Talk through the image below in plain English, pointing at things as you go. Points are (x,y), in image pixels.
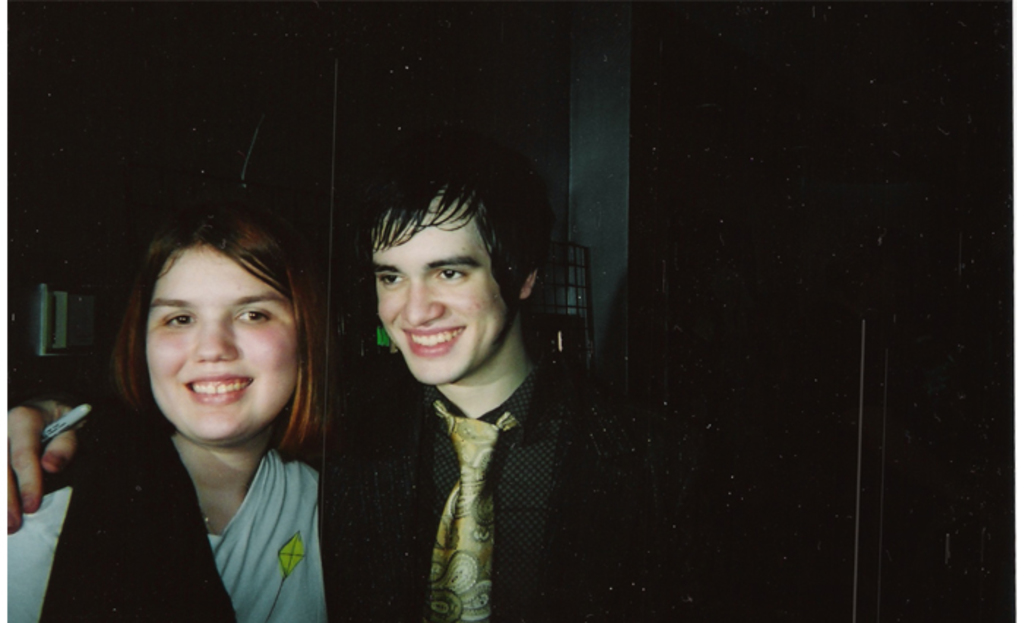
In this picture we can see two persons (438,429) smiling here, a person (540,407) on the right side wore a tie (474,537), there is a dark background (821,240).
